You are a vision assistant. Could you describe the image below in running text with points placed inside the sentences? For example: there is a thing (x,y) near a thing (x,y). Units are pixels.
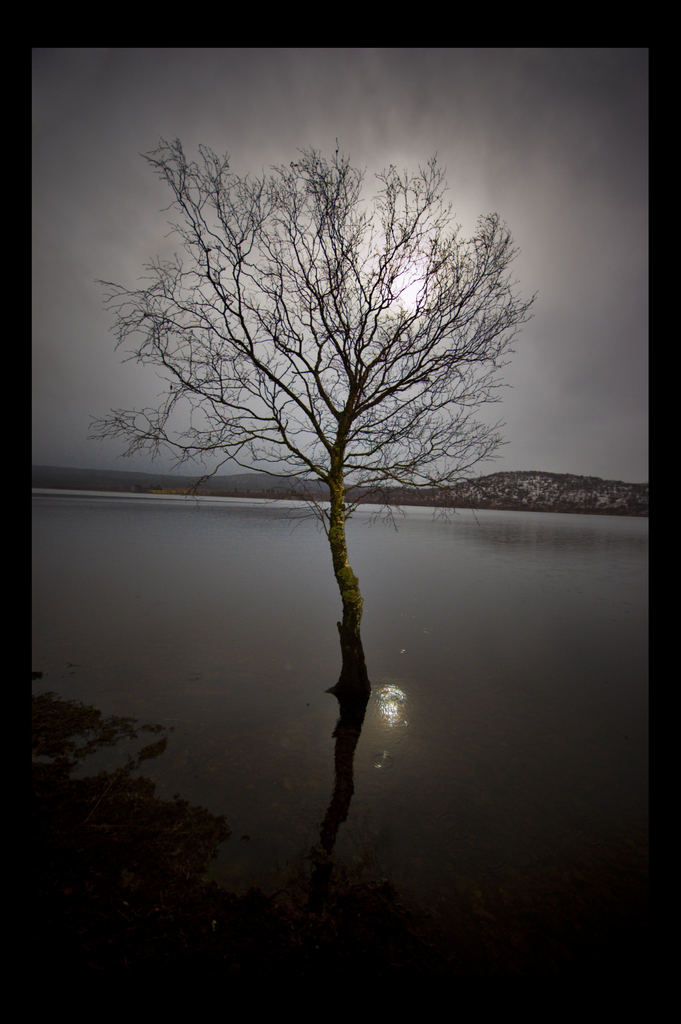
There is a tree (318,378) in the river (316,657). In the background (532,502) we can observe hills (513,494) here. There is a sky (557,313) and sun (423,291) with some black clouds (239,109) all over the sky (186,144).
